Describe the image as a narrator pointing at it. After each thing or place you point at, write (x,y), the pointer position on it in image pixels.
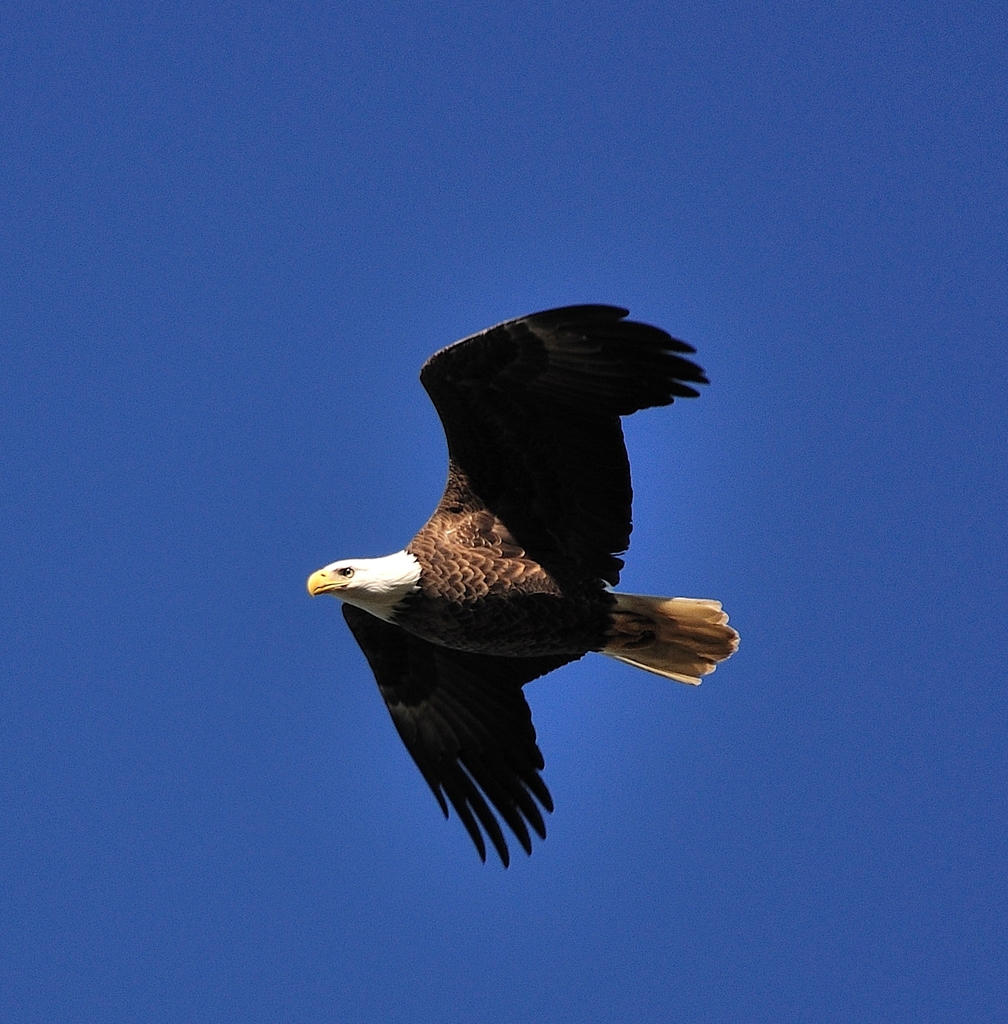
In this image there is an eagle (485,582) flying in the sky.
